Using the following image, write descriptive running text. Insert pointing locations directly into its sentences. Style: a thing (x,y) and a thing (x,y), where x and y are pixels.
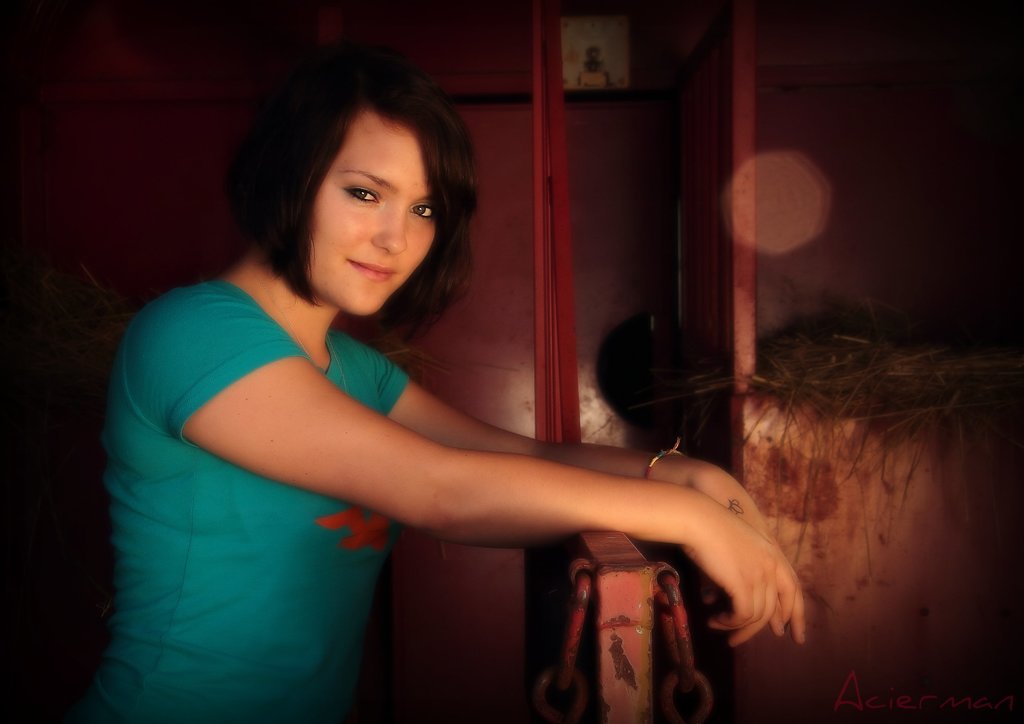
In this image we can see a lady (347,255) standing and smiling. In the background (808,241) there is a wall (569,250) and we can see grass (868,349). At the bottom (673,704) there is a gate (644,611).
